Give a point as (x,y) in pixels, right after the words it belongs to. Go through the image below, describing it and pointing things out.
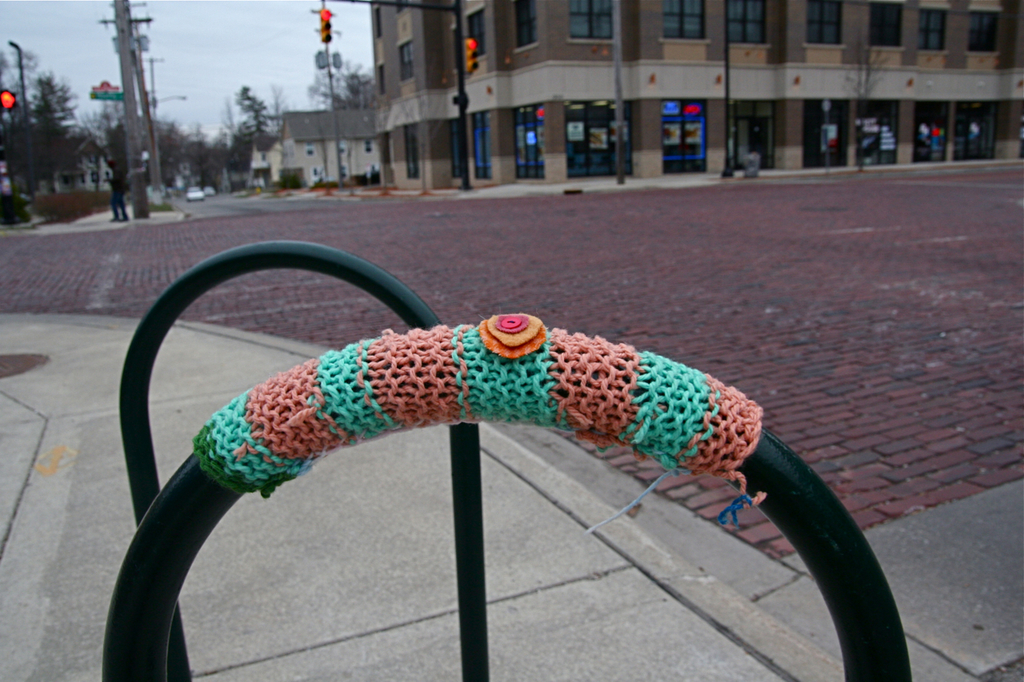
In this image we can see few buildings (631,141). There are few vehicles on the road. There are many trees (162,138) and plants (96,195) in the image. We can see some reflection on the glasses (929,139) of the building (708,119) at the right side of the image (878,137). There are few poles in the image. We can see a person (121,195) at the left side of the image (113,207). We can see the sky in the image. There are few traffic lights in the image.
